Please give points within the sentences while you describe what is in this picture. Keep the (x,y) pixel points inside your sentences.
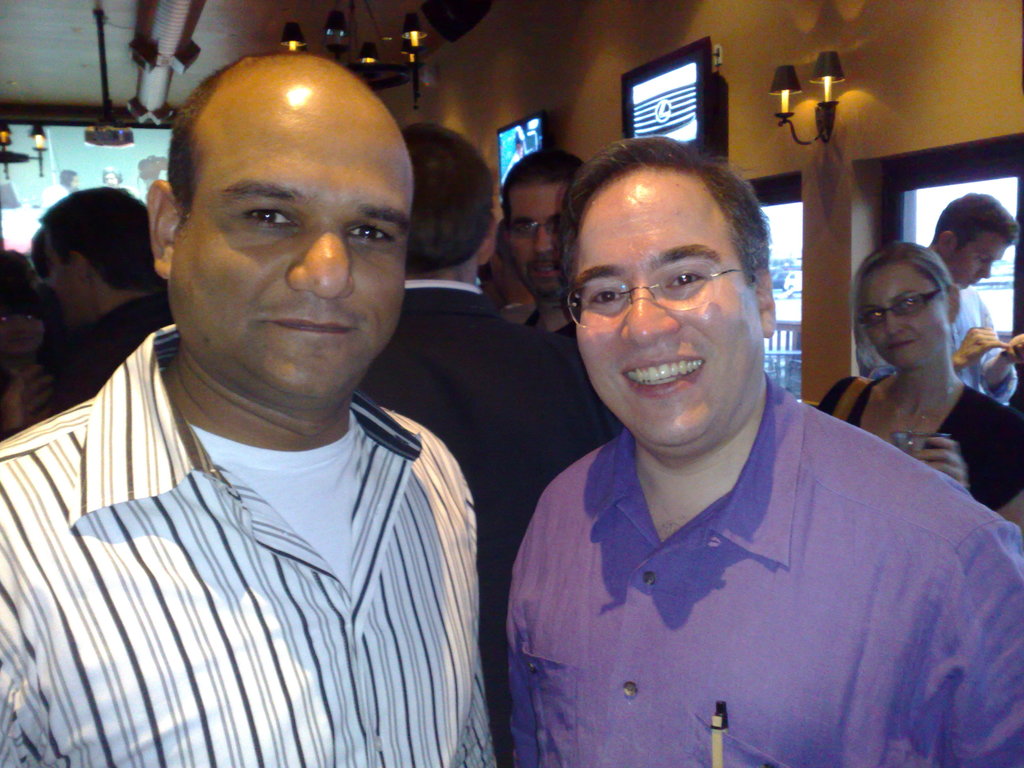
In this picture there are men (622,489) in the center of the image (622,489) and there are other people (592,406) in the background area of the image (540,147) and there are lamps (799,89), screens (691,77), and windows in the background area of the image (635,107).
